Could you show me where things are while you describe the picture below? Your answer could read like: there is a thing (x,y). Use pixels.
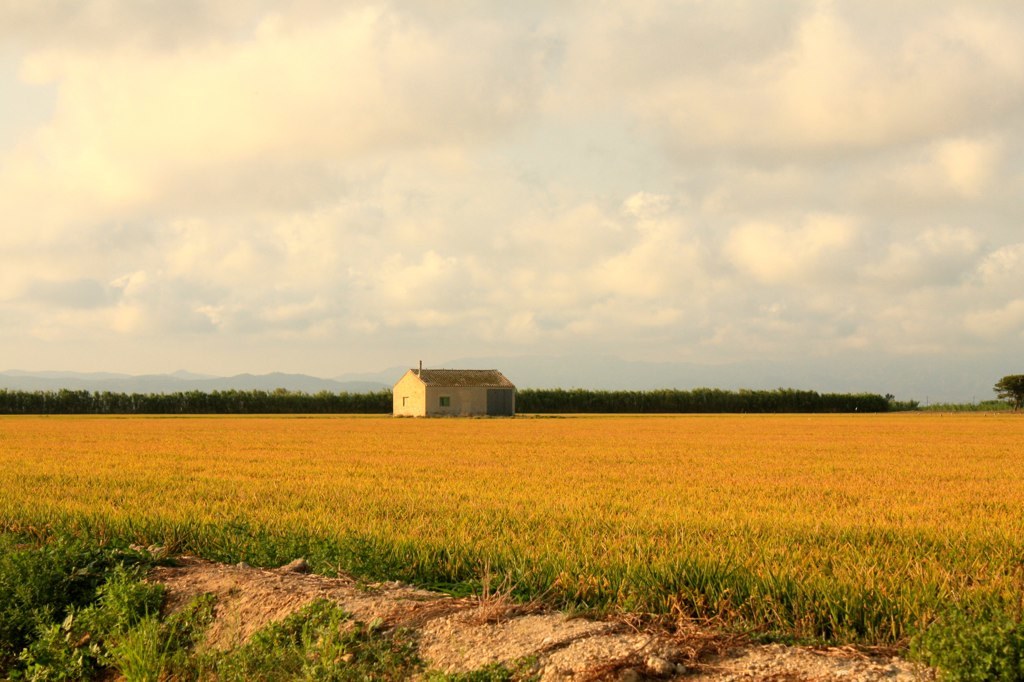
This image is taken outdoors. At the top of the image (228,140) there is a sky (243,165) with clouds (638,183). At the bottom of the image (252,589) there is a ground (576,573) with grass (628,512) and plants (142,563). In the background (115,404) there are many trees (1002,409) and there is a house (455,403) with walls (434,405), windows (445,404), a door (494,400) and a roof (466,380).
